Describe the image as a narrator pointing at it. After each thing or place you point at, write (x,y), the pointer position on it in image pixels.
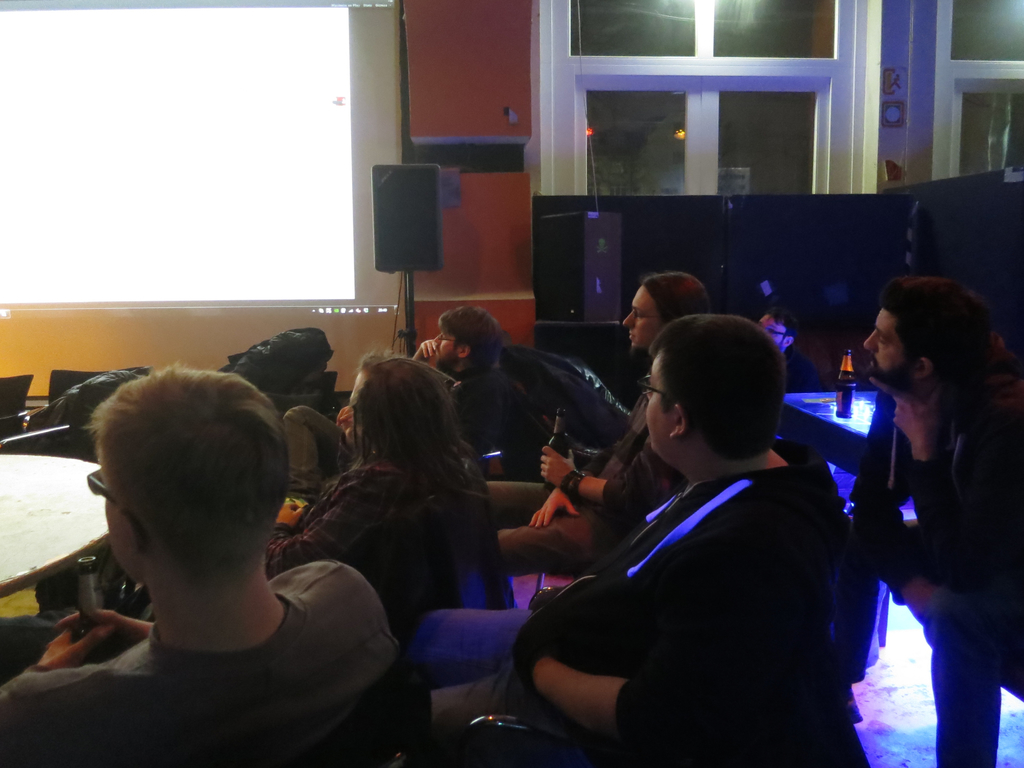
This image is clicked inside a room (72,332). There are so many chairs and people (168,762) are sitting in chairs (413,532). There is a speaker (438,245) in the middle (434,261). There are windows (793,174) at the top (583,169). There is a screen (190,179) on the left side (195,246).
